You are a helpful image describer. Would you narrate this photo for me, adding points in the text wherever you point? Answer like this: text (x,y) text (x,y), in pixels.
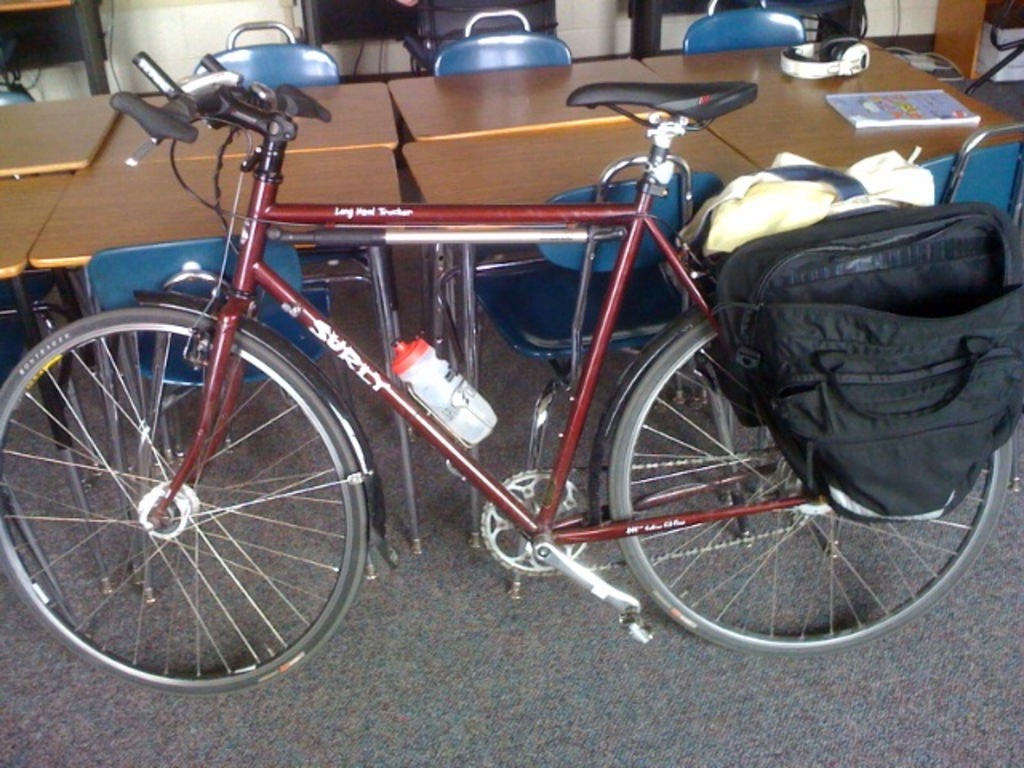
In this picture we can see a bicycle (159,295) and a backpack (921,288) on it and behind the bicycle (271,171) there are some tables (54,150) on which there is a head set (836,60) and a book (851,94) and some chairs (281,57) behind the tables (358,87).
